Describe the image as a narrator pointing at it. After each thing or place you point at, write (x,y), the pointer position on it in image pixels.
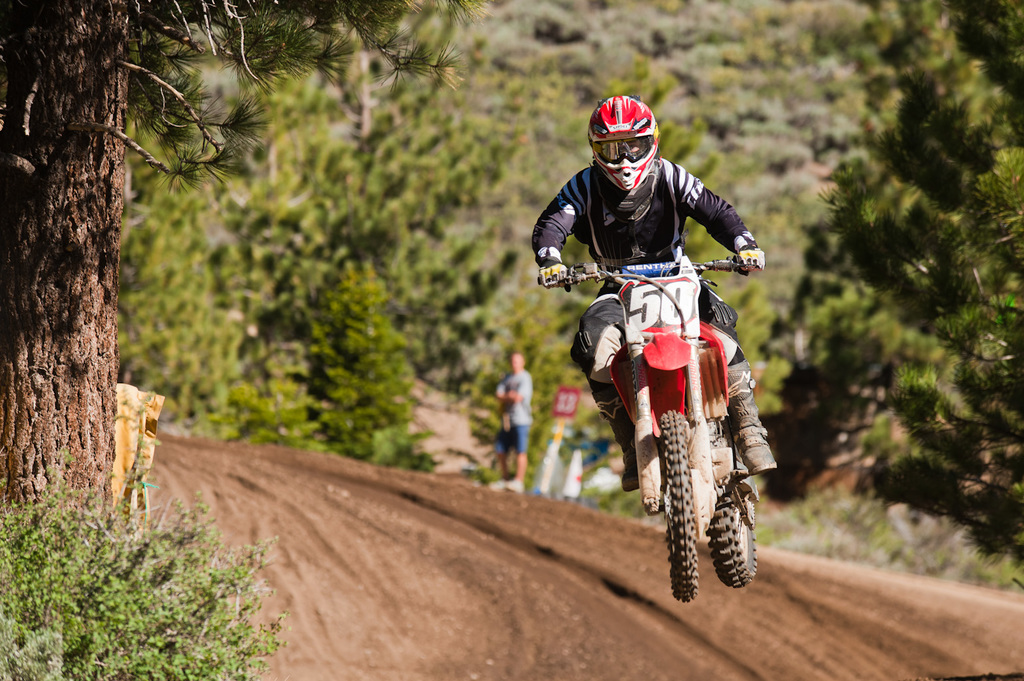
There is a person (638,245) riding bike (661,272) and wore helmet (613,163) and gloves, we can see plants (77,541) and tree (83,409). In the background (399,398) it is blurry and there is a person (522,419) standing and we can see trees (473,363) and board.
